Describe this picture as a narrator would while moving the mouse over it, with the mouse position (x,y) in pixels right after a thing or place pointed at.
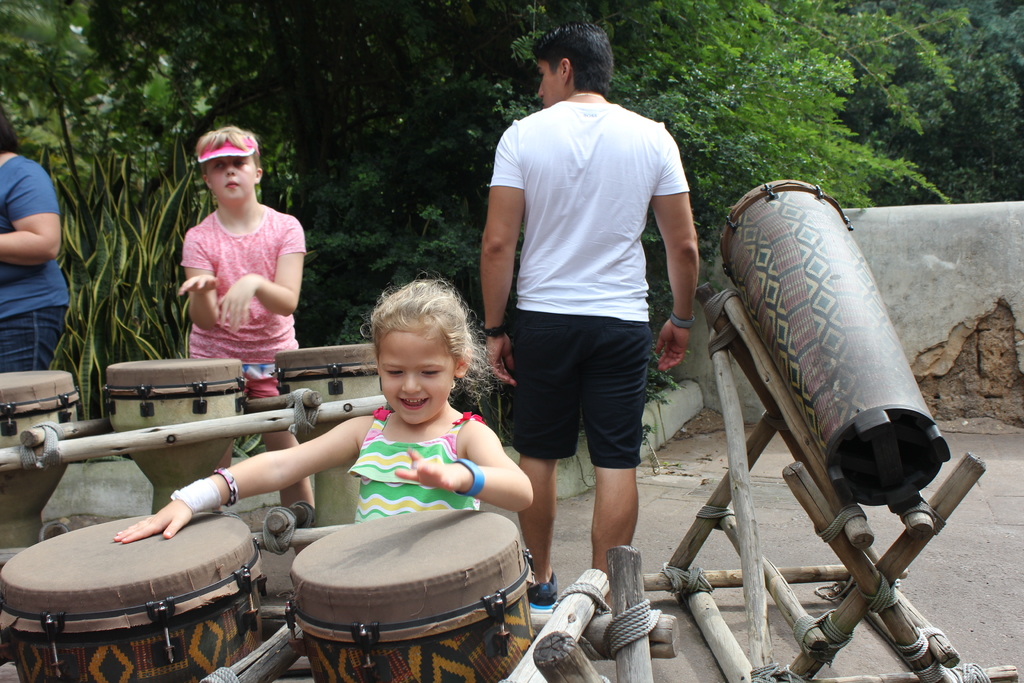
In this image I see a girl (336,443) near to the drums (124,678) and I can also see there are few drums (10,401) over here. In the background (193,112) I see 3 more persons (6,369) who are standing and I see the wall (954,207) and trees (958,26).
